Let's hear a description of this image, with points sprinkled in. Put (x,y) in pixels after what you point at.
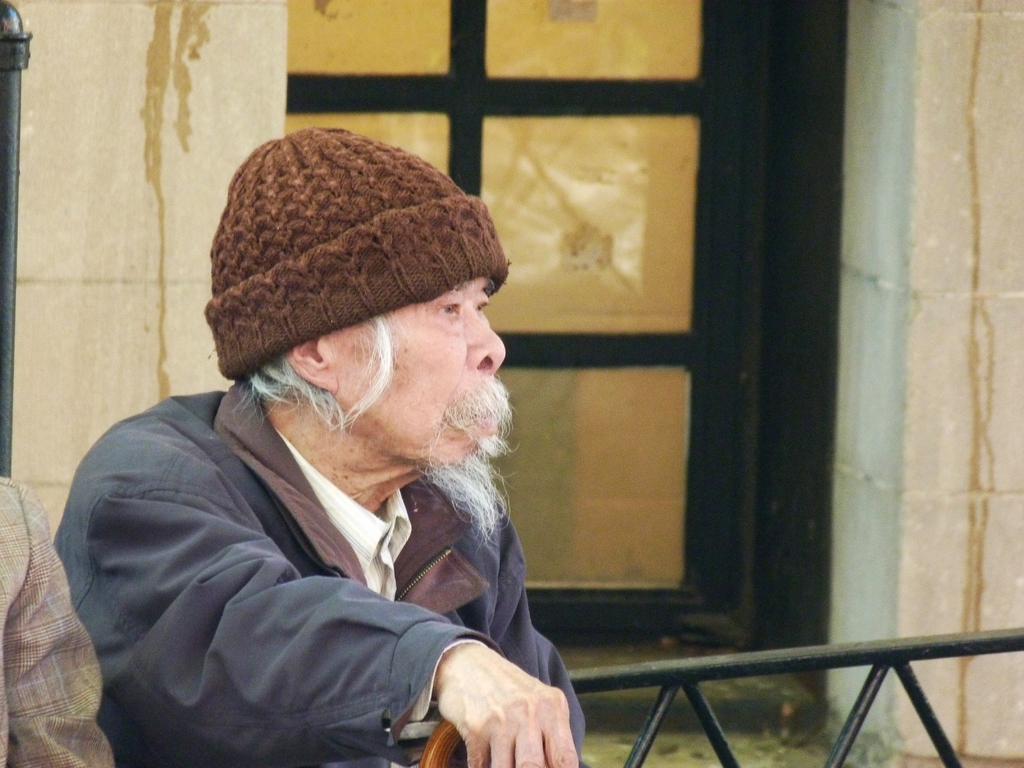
In the front of the image (427,528) I can see two people (359,767). Among them one person (271,301) wore a jacket (242,595), cap (398,270) and holding an object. In the background of the image (747,663) there are rods (784,655), walls (190,232) and door (601,228).
